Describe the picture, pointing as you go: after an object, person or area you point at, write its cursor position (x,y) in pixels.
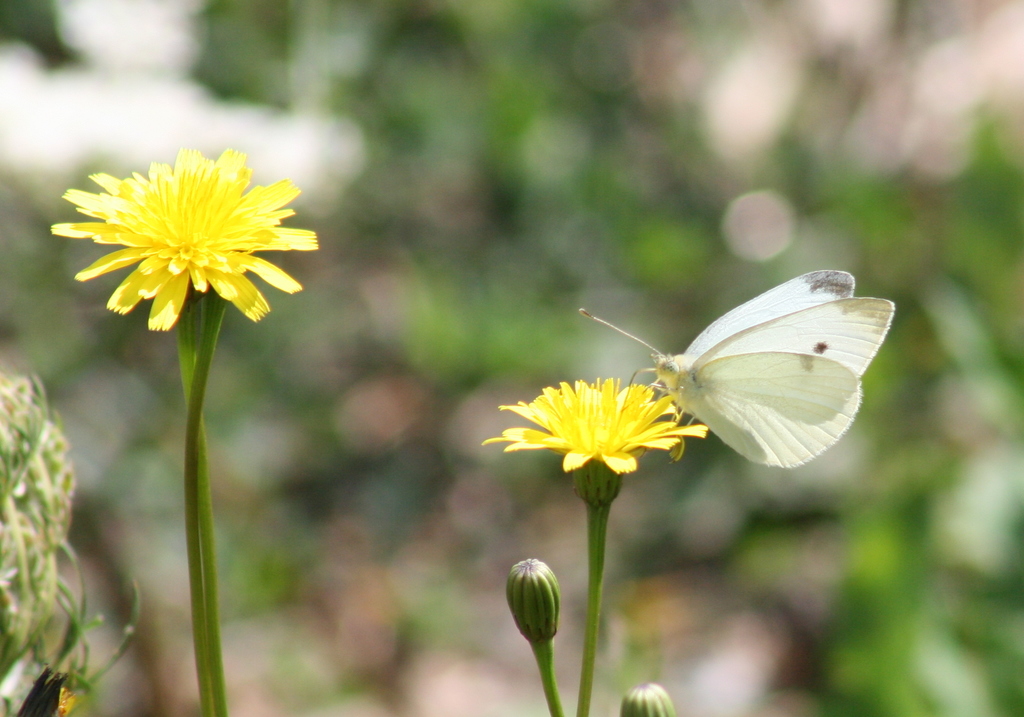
In this picture I can see 2 yellow color flowers (201,412) and 2 buds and on the right flower (514,402), I can see a white color butterfly (714,390) on it and I see that it is totally blurred in the background (702,210).
